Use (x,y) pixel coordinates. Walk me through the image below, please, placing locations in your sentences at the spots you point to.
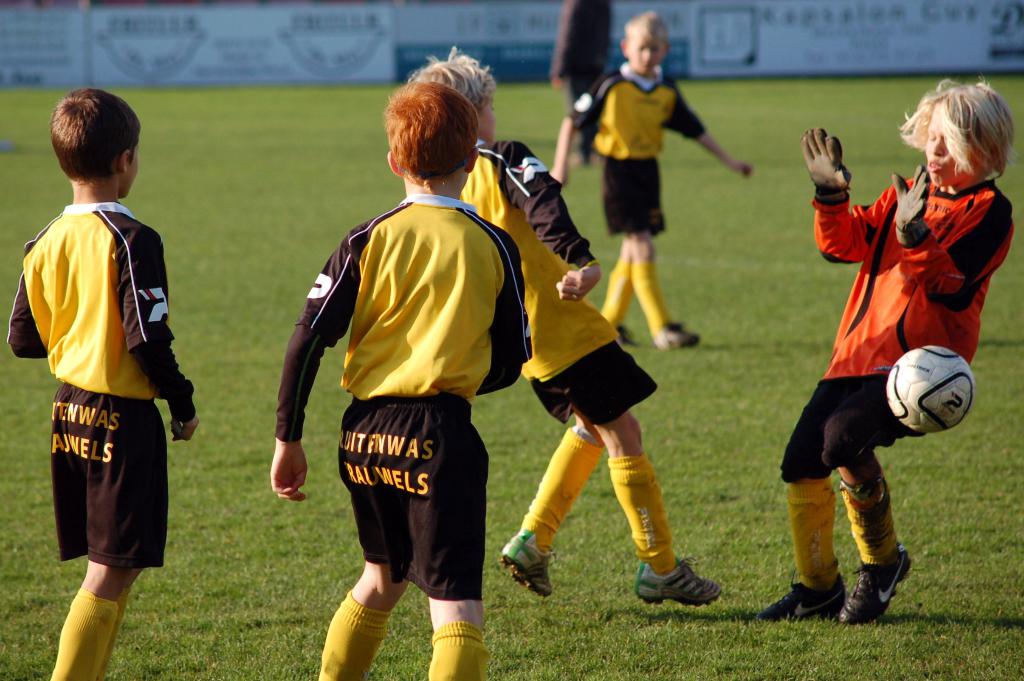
In this picture we can observe children (505,221) playing in the ground (333,171). There is a football (925,382) on the right side (924,390). We can observe four children (410,262) wearing yellow and black color dress (530,286). On the right side (822,571) there is another child (886,313) wearing red color T shirt (887,267). In the background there is a person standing in the ground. There is some grass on the ground (288,127).
